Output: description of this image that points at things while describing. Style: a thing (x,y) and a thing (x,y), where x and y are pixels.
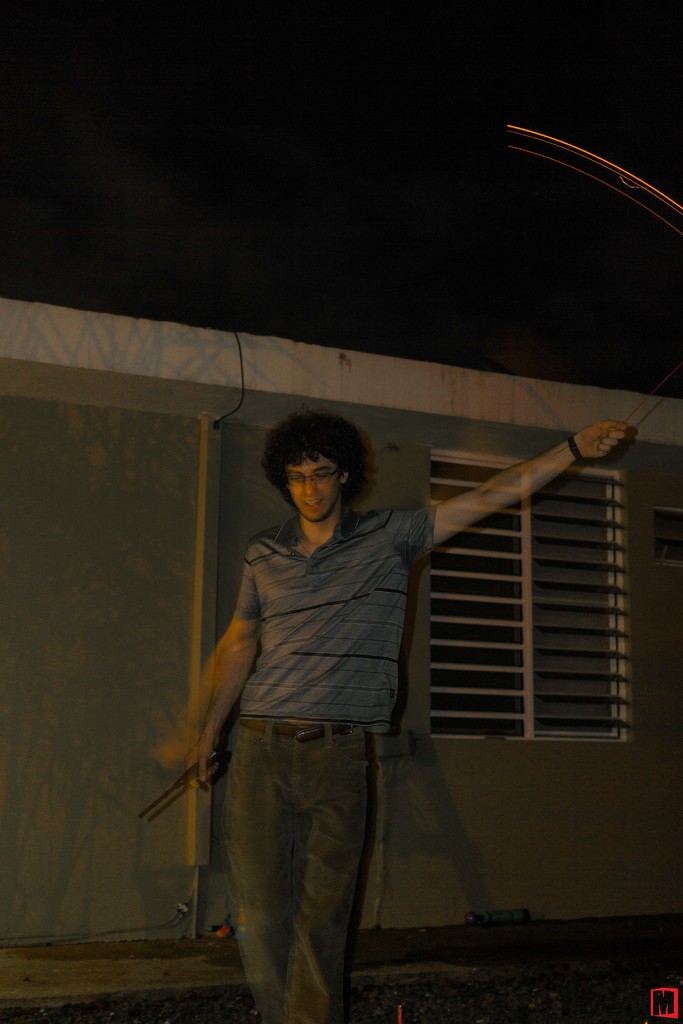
In the image in the center (313,621), we can see one person (306,697) standing and holding some object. In the background (616,639) there is a wall (0,424) and window (546,622).
